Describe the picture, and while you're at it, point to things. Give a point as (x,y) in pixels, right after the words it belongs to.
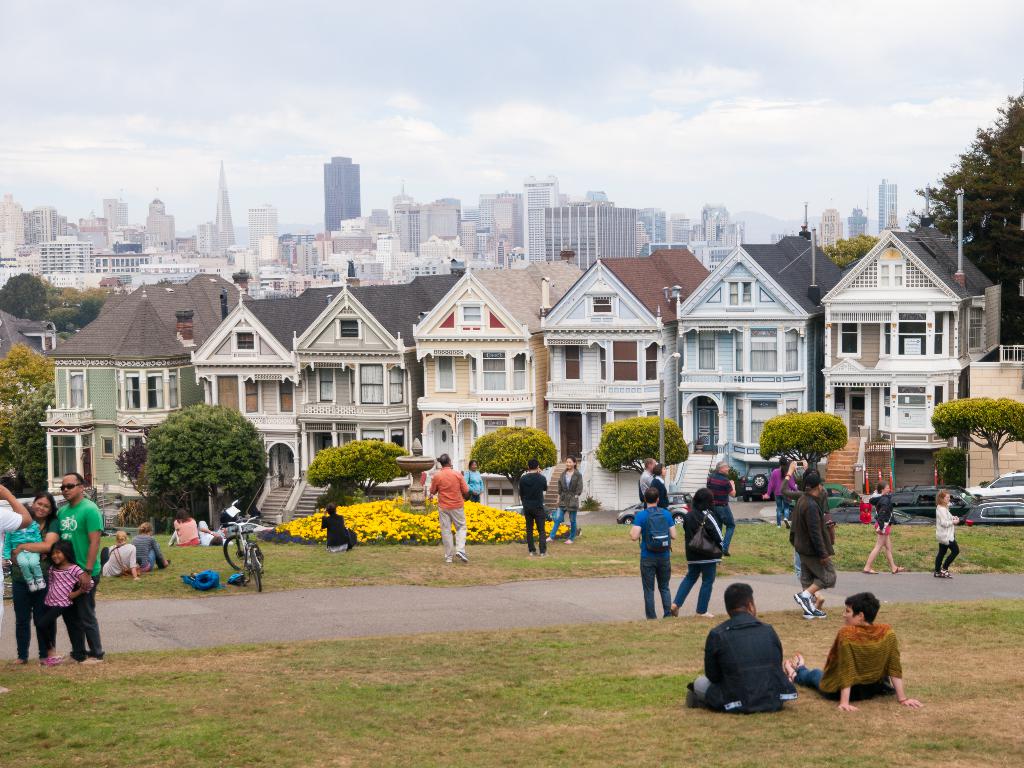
In this image I can see buildings (549,251) in front of buildings (298,458) I can see trees (212,473), vehicles (758,476), persons (72,651), bicycle (233,531), some persons (863,692) sitting on ground (489,692) and some persons (952,533) walking, at the top (177,170) there is the sky (243,162).
